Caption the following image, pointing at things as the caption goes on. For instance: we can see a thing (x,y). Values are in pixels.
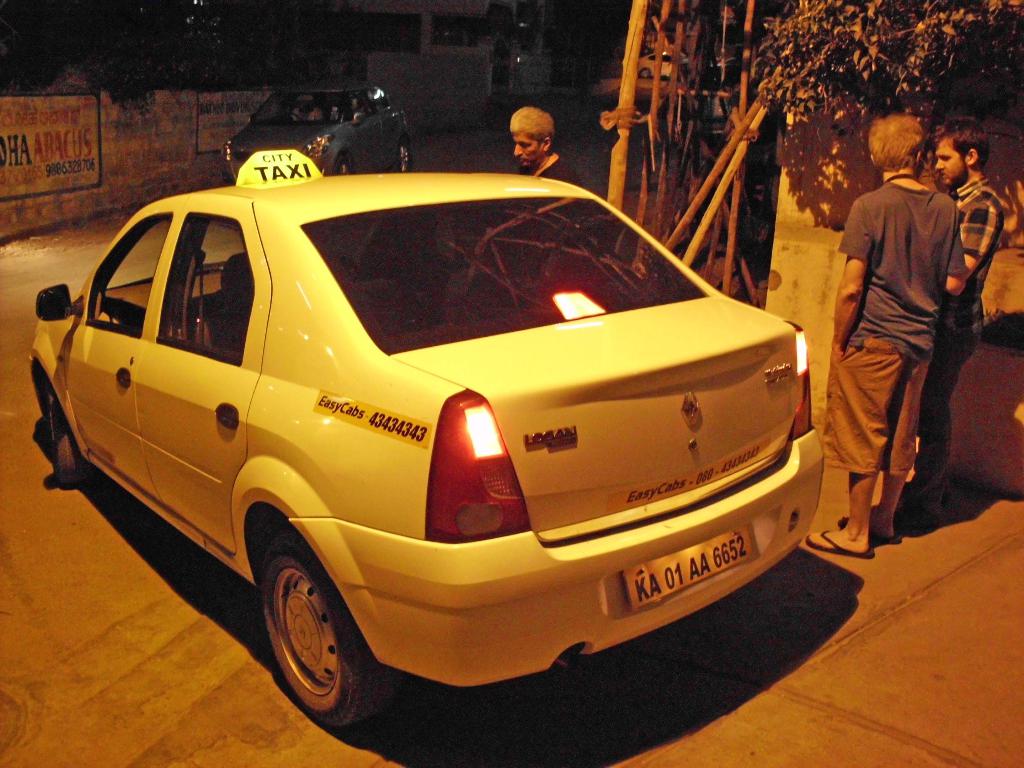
In the center of the picture (463,445) there is a car (557,337). On the right (931,257) there are two person (929,239) standing, a tree (900,65) and some wooden objects (731,215). In the center of the picture (355,323) there are people (533,110), car (389,126) and other objects (625,78). In the background (275,17) there are trees (314,48), buildings (510,54) and car (638,62).
